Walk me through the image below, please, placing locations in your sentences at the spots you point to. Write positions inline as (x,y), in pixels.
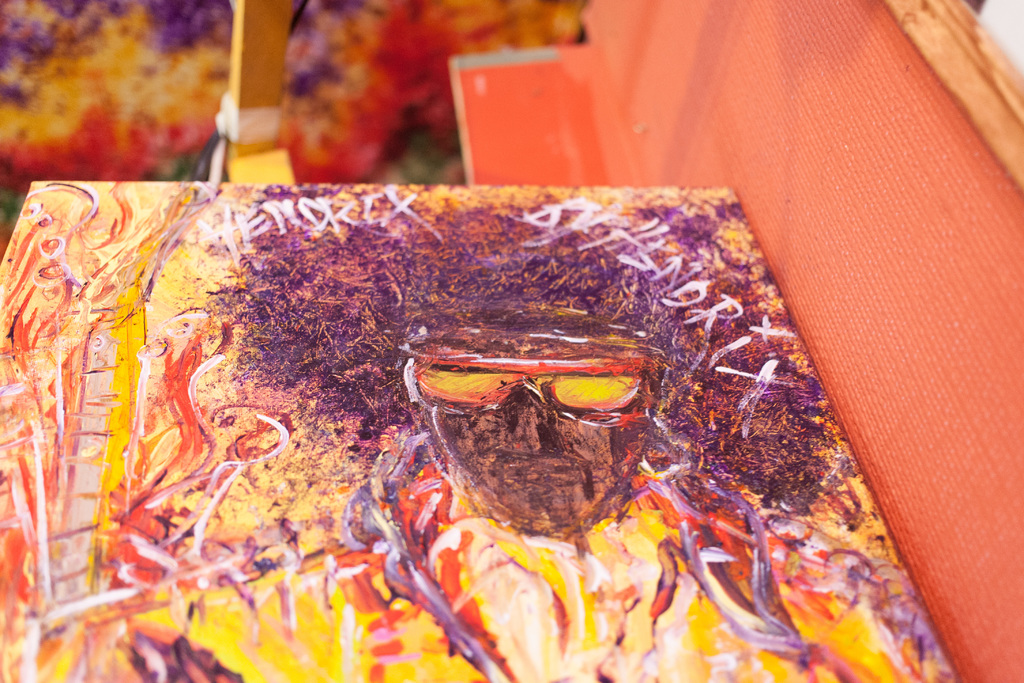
There is a painting (324,398) on a board (391,433). On the right side (729,110) there is an orange wall (873,246). In the background (408,51) it is blurred.
